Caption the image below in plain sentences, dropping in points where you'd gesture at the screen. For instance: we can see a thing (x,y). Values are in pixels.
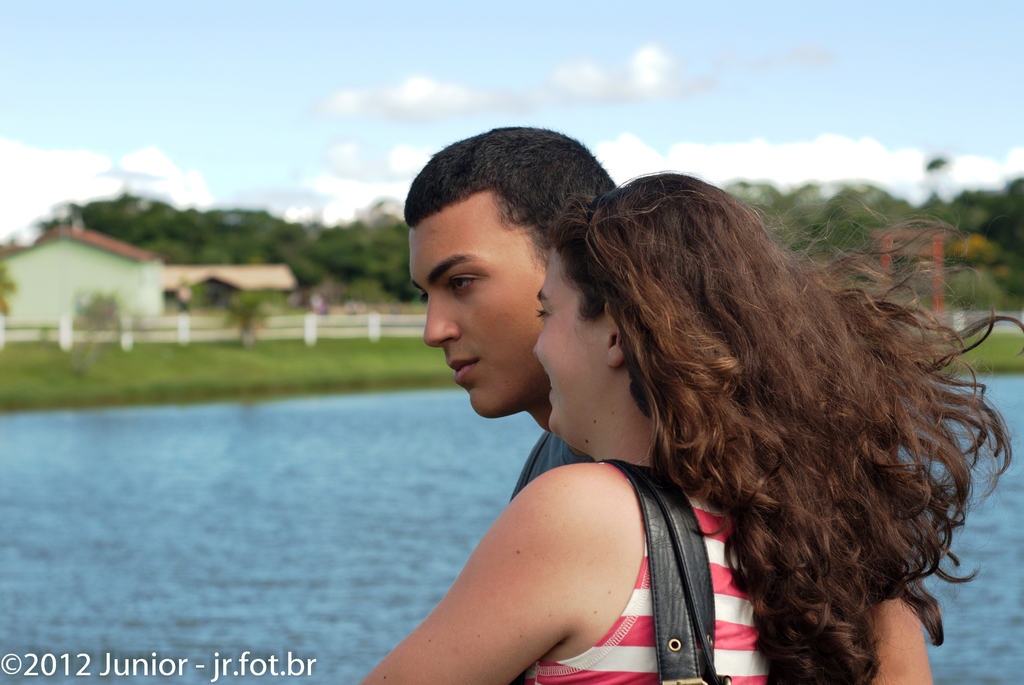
In this image I can see two people (576,504) with different color dresses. To the side of these people (571,617) I can see the water (284,506). In the background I can see the railing (415,333), house (52,242), many trees (252,248), clouds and the sky (218,87).
